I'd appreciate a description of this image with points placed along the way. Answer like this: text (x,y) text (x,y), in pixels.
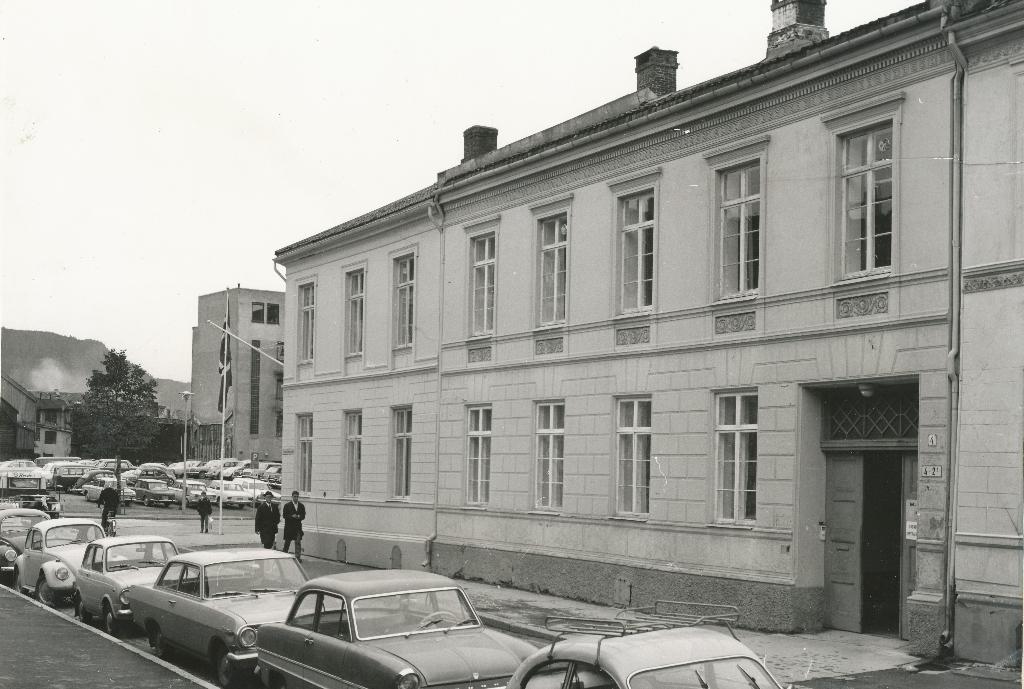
In this image I can see many vehicles (183,640) and few people (270,541) with the dresses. I can see one person (111,520) riding the bicycle (119,525). In the background (335,388) I can see the buildings (336,401), poles (182,483), tree (112,430), mountains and the sky (213,244).
